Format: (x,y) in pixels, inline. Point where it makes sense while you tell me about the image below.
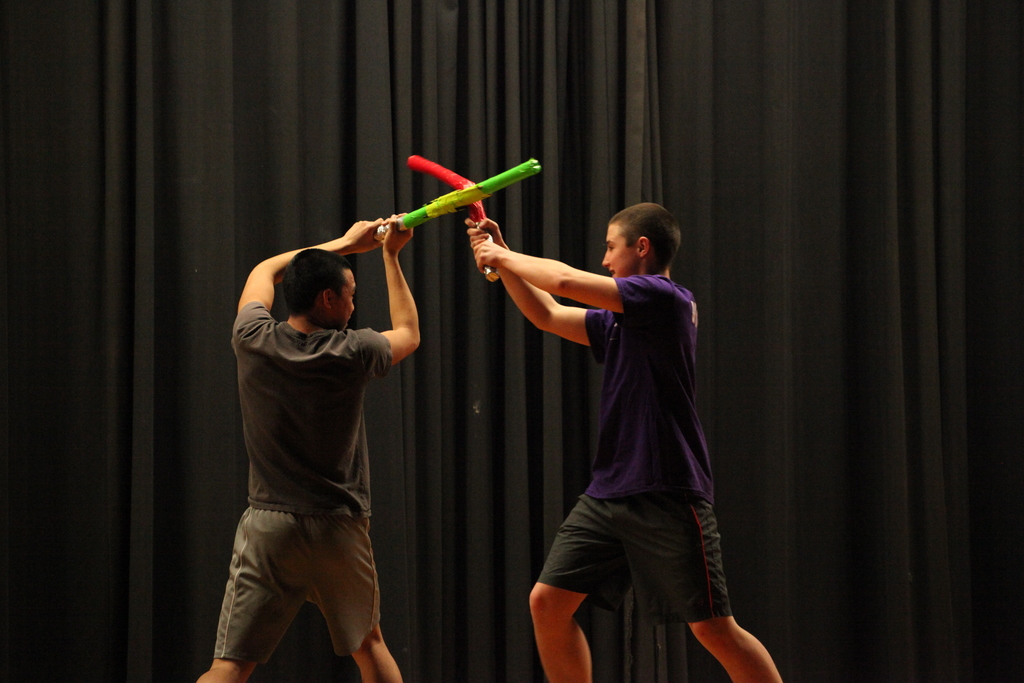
In the center of the image (402,305) we can see two persons (619,391) standing on the floor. In the background (717,230) we can see curtain (636,140).
